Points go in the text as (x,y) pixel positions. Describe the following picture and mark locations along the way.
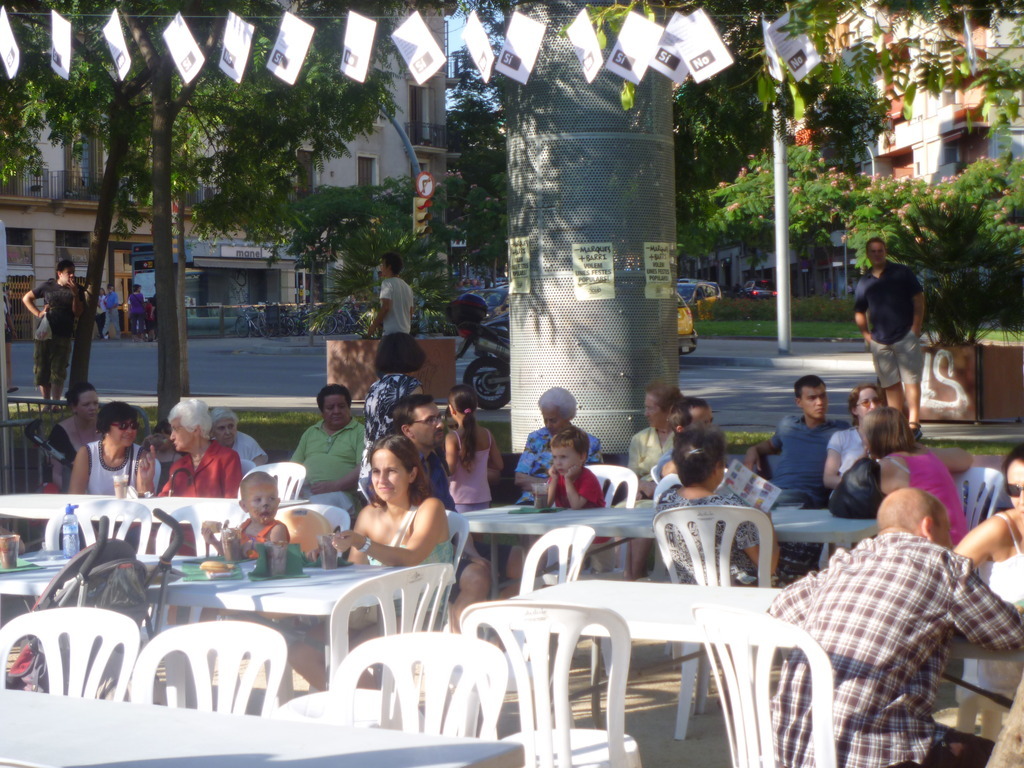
The photo is taken outside a building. In the foreground (509,662) there are many chairs (347,637) and tables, people (878,610) are sitting. On the table (232,591) there are food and bottle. There is a big pillar (574,284) in the middle (572,281). there are few people (888,307) walking by the street (208,339) and vehicles (463,327) on the street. In the background (240,215) there are trees (259,193), buildings (361,182).
